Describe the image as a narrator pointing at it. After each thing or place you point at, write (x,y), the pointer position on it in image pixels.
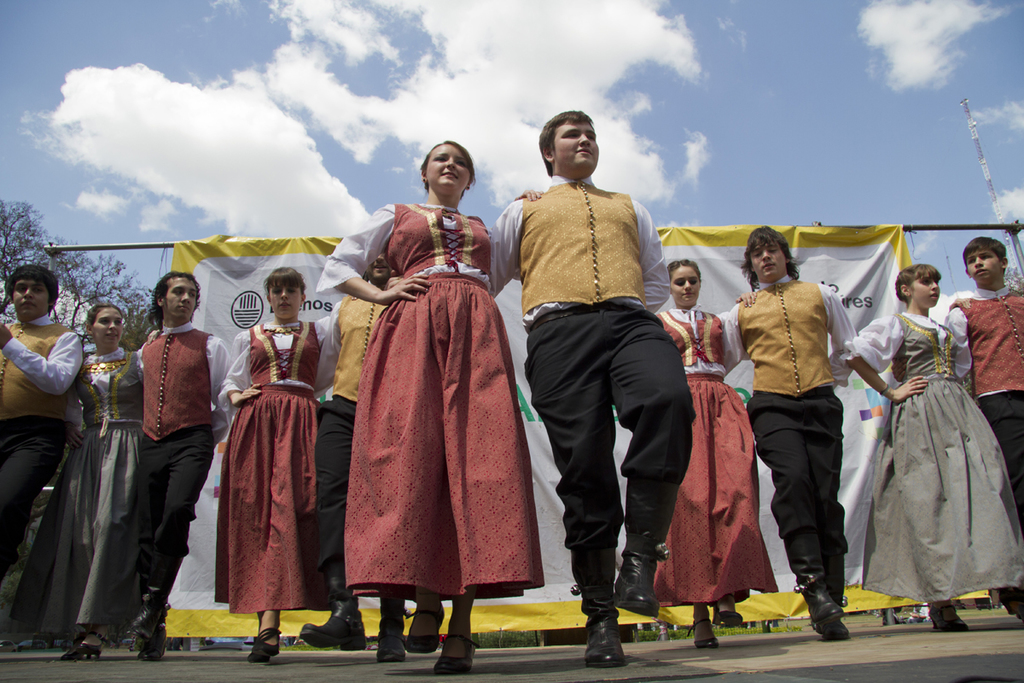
In this image there are pairs of men (532,325) and women (295,477) in dancing position on the ground (763,638). In the background (229,278) there is a banner (230,282) attached to the rod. At the top (108,47) there is a sky (154,40) with clouds (617,78). Tower (979,143) and tree (20,260) is also visible.
